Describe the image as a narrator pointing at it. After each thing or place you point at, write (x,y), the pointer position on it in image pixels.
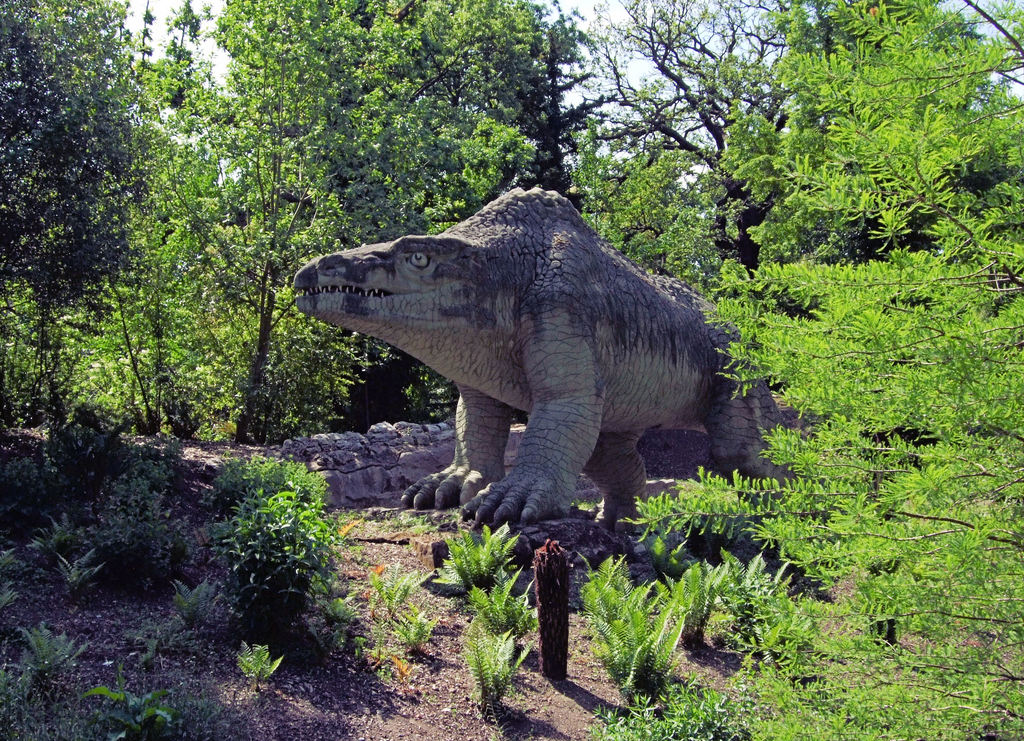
In this image I can see the statue of an animal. In the background (776,33) I can see few trees (30,42) in green color and the sky (164,43) is in white color.
